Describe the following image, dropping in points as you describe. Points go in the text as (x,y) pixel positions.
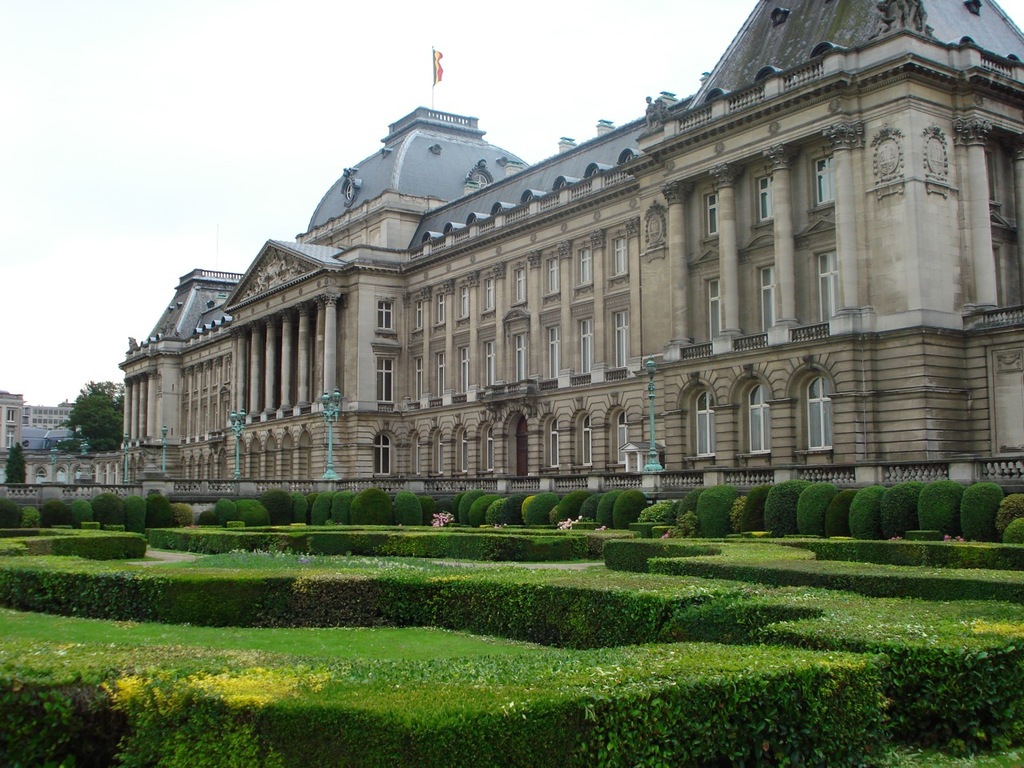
In this image, we can see some plants (656,537) in front of the building (592,308). There is a sky (379,40) at the top of the image (531,34).
